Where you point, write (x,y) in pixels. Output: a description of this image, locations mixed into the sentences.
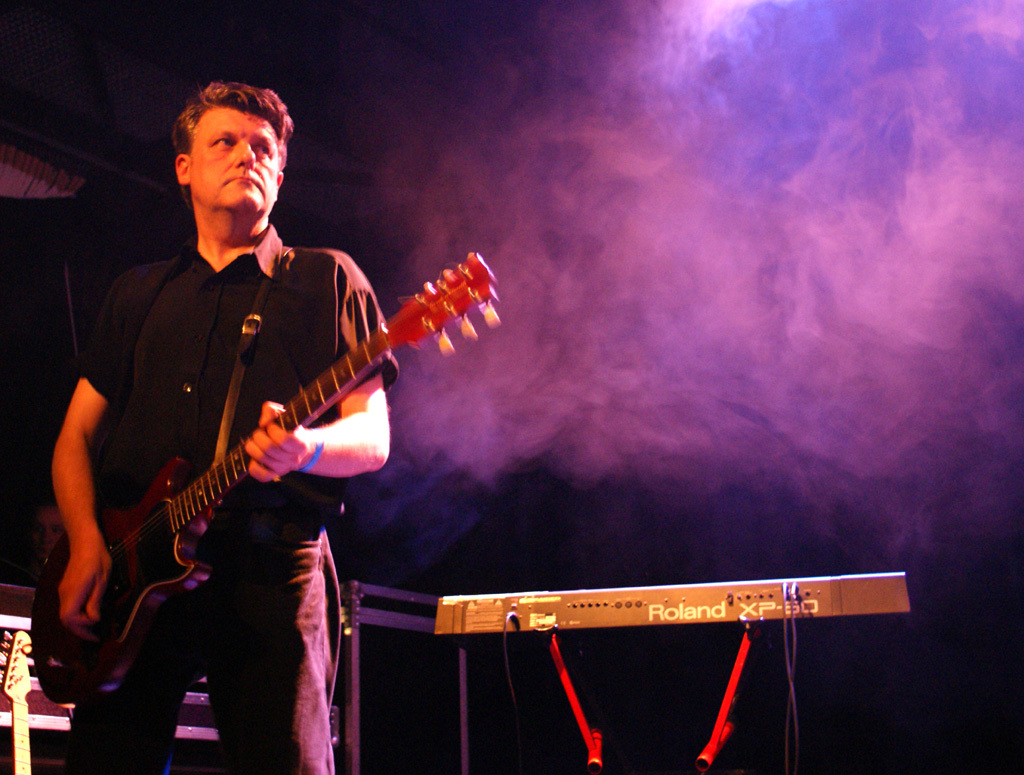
In this picture we can see one person (230,495) is standing and he is playing a guitar (188,529) back side there is a musical instruments (481,623) at the corner one person (44,520) is sitting and smoke (696,255) is there.
